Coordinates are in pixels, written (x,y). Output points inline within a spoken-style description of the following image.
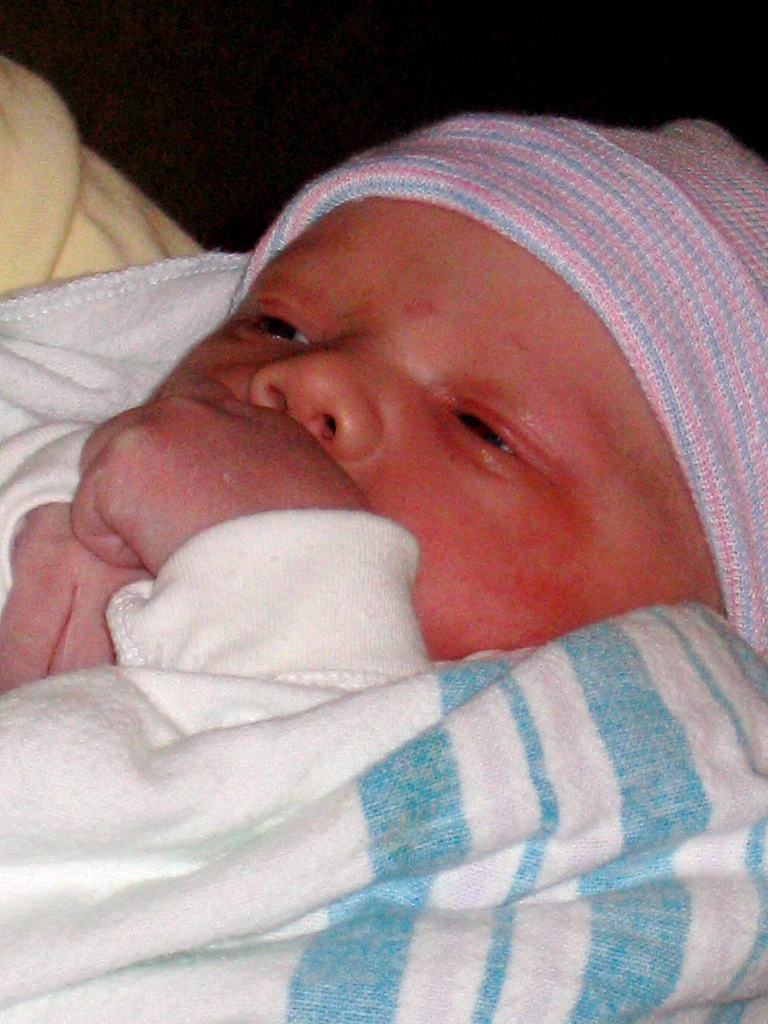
In this image I see a baby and cap (762,387) on head (619,458).
